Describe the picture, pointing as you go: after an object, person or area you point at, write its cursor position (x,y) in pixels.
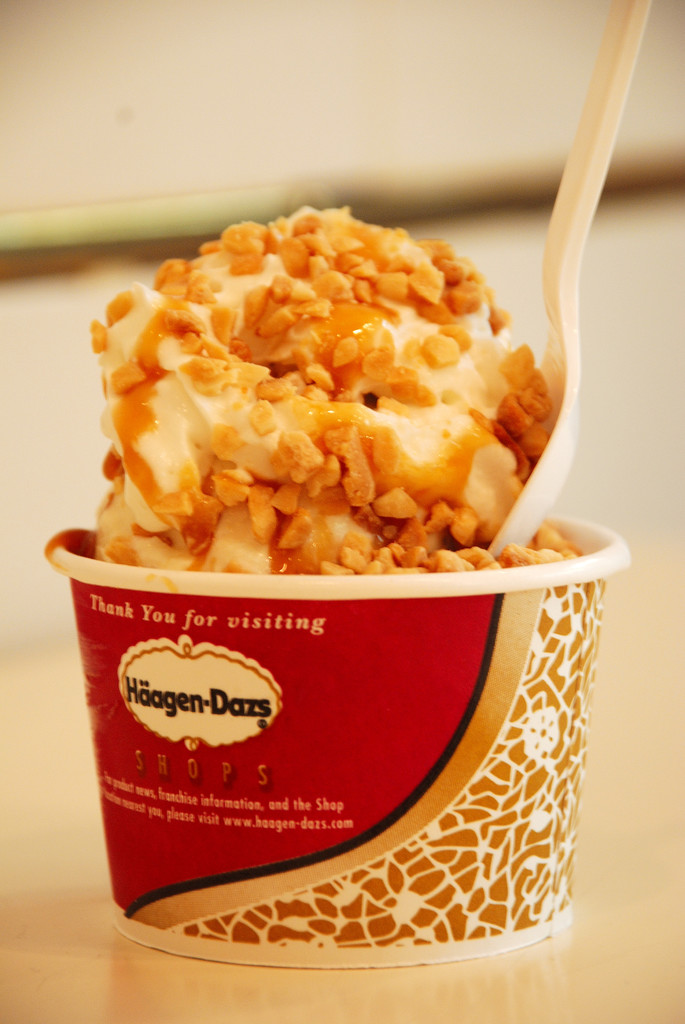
In the middle of this image (390,507), there is a cup (559,576) of ice cream (323,517), other food items (399,277) and a white color spoon (563,444). This cup (580,669) is placed on a surface (576,936). And the background (67,511) is blurred.
